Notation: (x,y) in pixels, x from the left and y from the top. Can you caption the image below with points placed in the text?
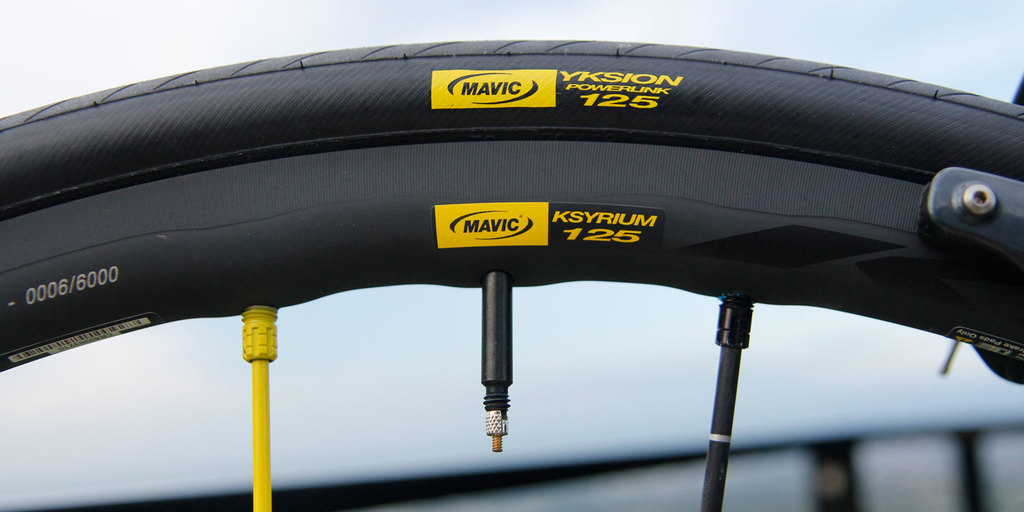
In this picture we can see wheel (720,225) and blurry background (590,426).
